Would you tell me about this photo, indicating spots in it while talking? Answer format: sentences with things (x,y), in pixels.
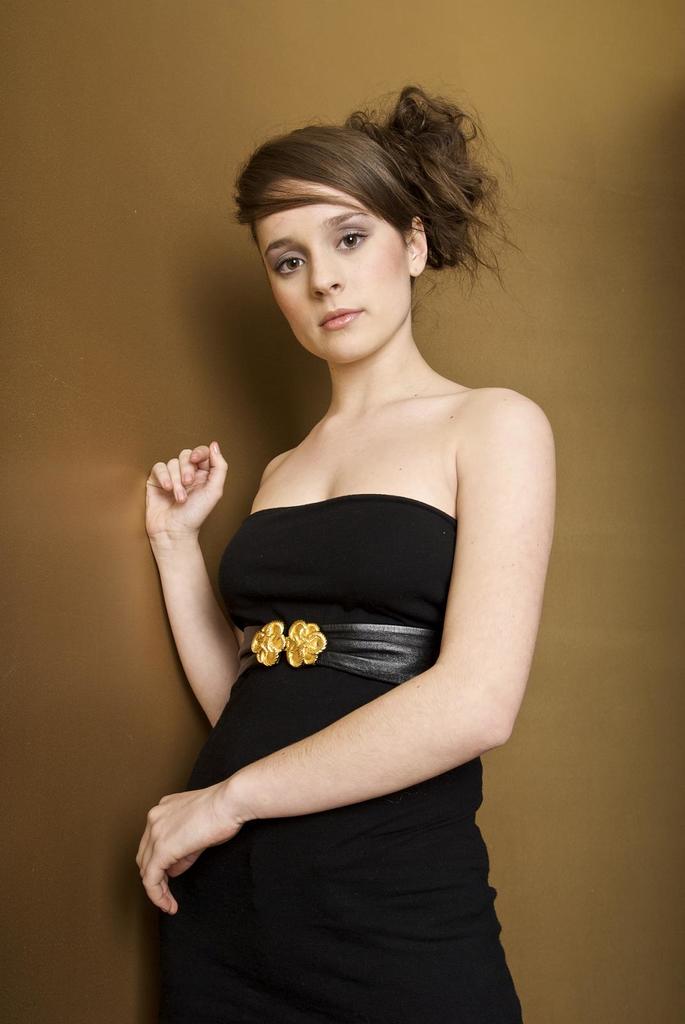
In this image, I can see a woman (297,753) standing. The background (502,64) is light brown in color.
